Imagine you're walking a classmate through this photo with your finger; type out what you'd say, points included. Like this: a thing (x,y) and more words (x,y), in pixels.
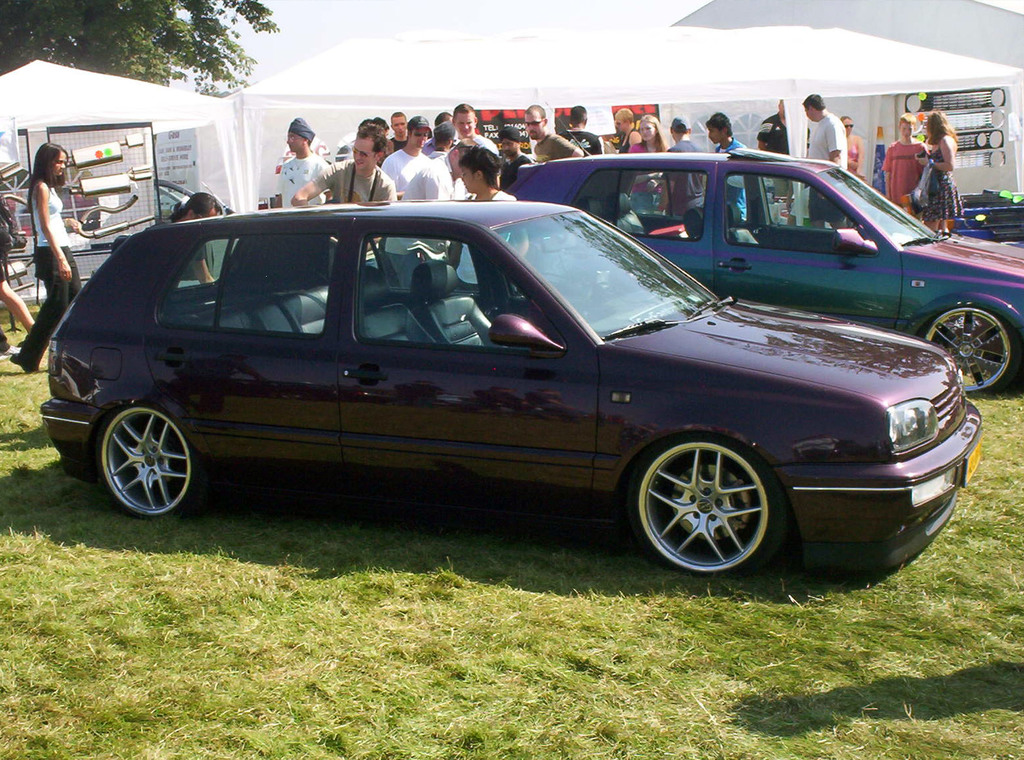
In this image there are cars (522,413) parked on the ground (508,658). There is grass (623,689) on the ground (642,692). Behind the cars (563,222) there are many people (464,152) standing. Behind them there are tents (506,56). In the top left (81,37) there is a tree (77,17).
